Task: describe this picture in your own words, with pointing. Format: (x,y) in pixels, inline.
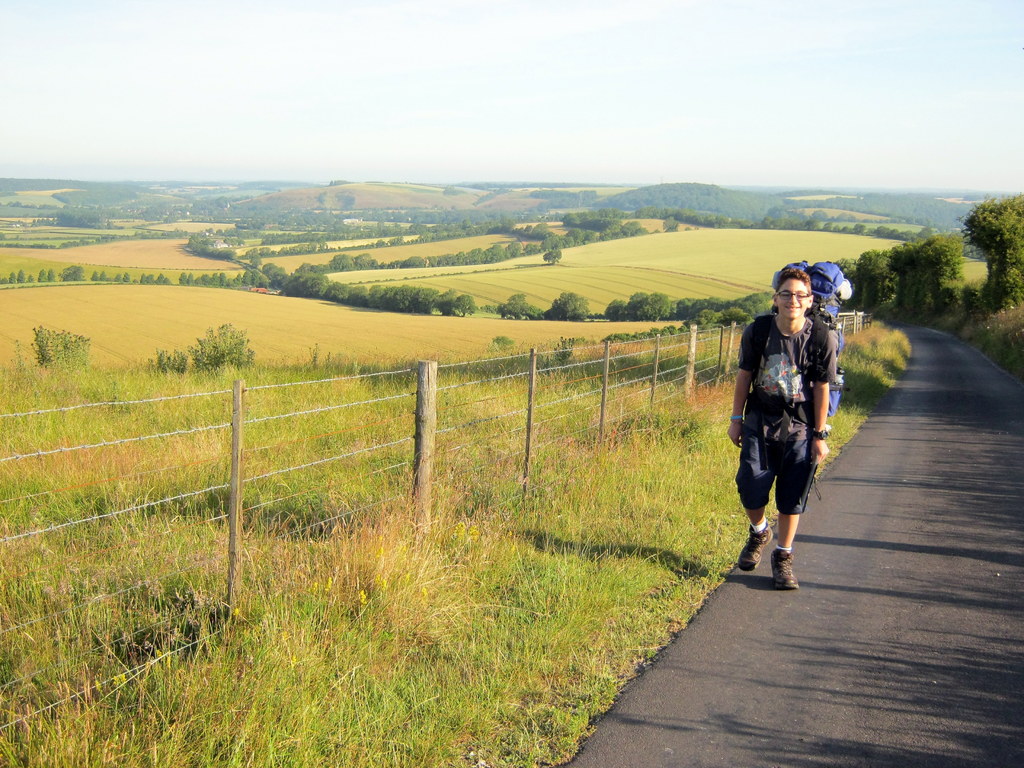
Here in this picture we can see a person (745,455) walking on the road (723,590) and we can see he is carrying a bag (825,291) and wearing spectacles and smiling and beside him we can see the ground (635,559) is fully covered with grass (407,520) and we can also see fencing (695,352) present and we can also see plants (555,353) and trees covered all over there and we can see the sky (606,170) is clear.
